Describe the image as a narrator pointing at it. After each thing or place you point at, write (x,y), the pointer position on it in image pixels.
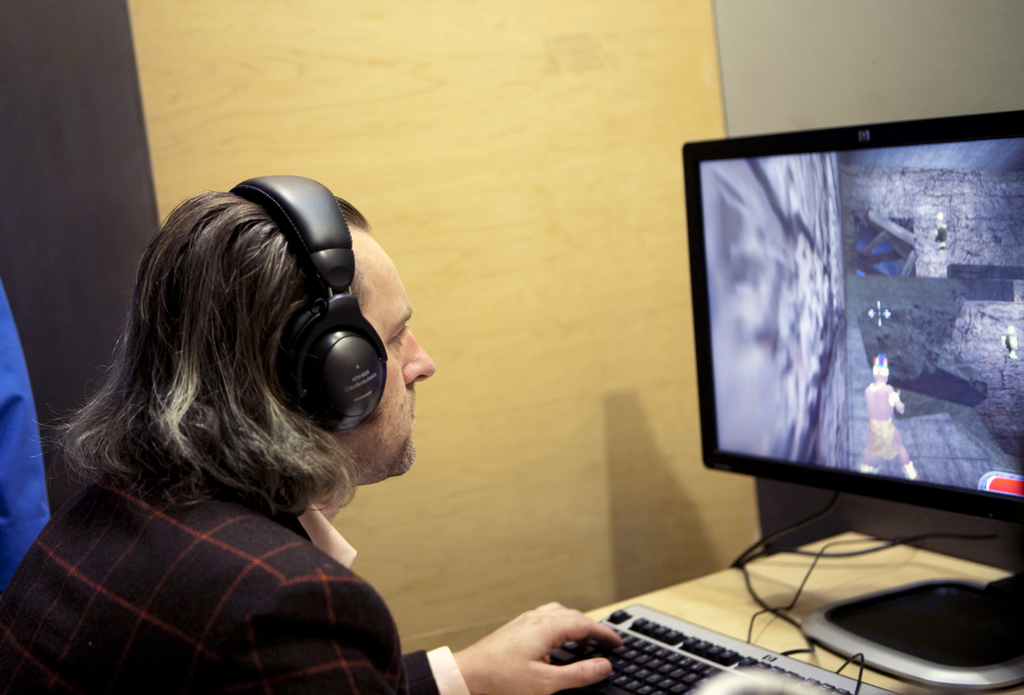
There is a person (240,522) wearing headphones (293,328). In front of him there is a table (675,589). On that there is a keyboard (687,649) and a computer (911,421). In the background (415,84) there is a wall (473,72).
